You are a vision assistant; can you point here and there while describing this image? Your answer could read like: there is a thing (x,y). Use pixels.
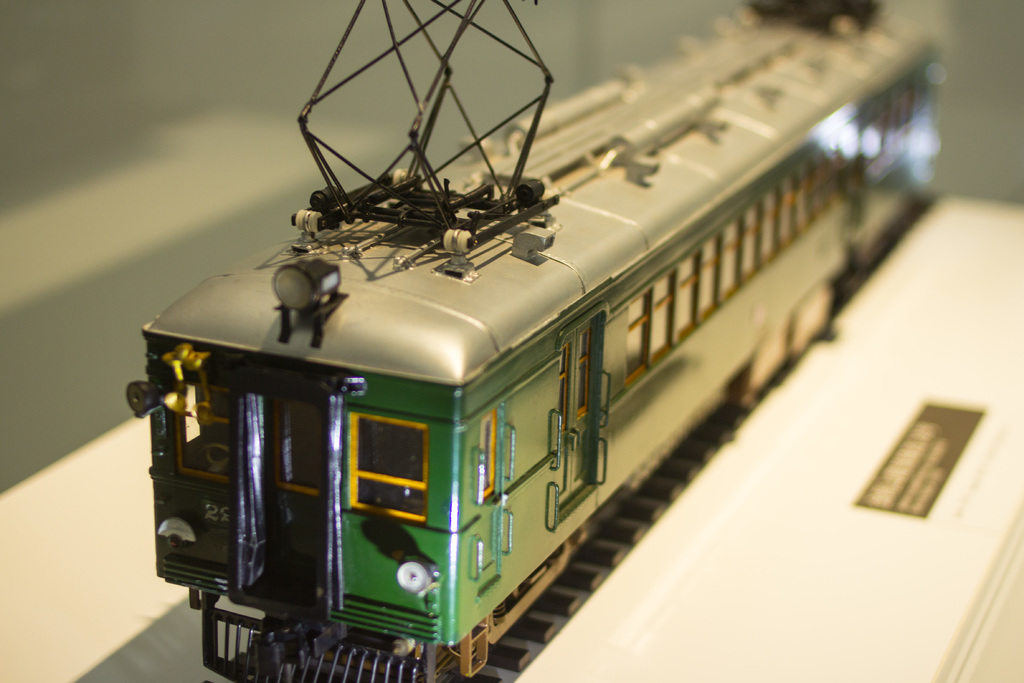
In this image we can see a toy train (540,349) on the track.
